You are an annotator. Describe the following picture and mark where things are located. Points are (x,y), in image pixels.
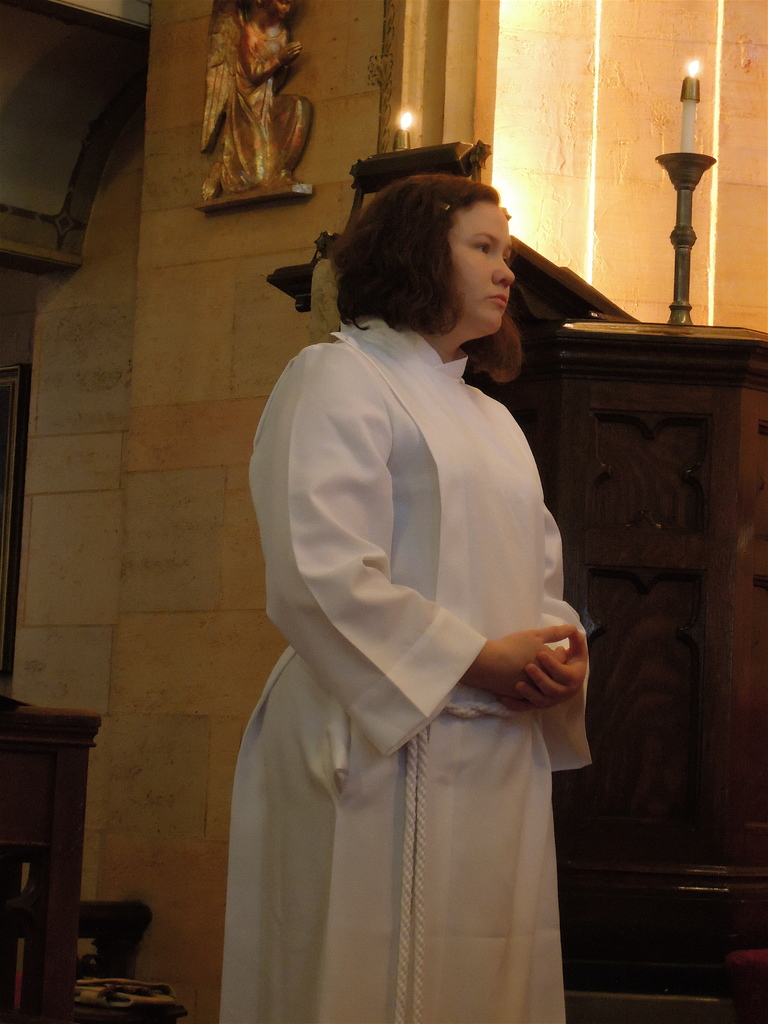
This picture shows a woman (485,504) standing and we see she wore a white color dress (405,429) and couple of candles (688,112) and we see a table (61,752) and a photo frame (5,438) on the wall (20,338).
